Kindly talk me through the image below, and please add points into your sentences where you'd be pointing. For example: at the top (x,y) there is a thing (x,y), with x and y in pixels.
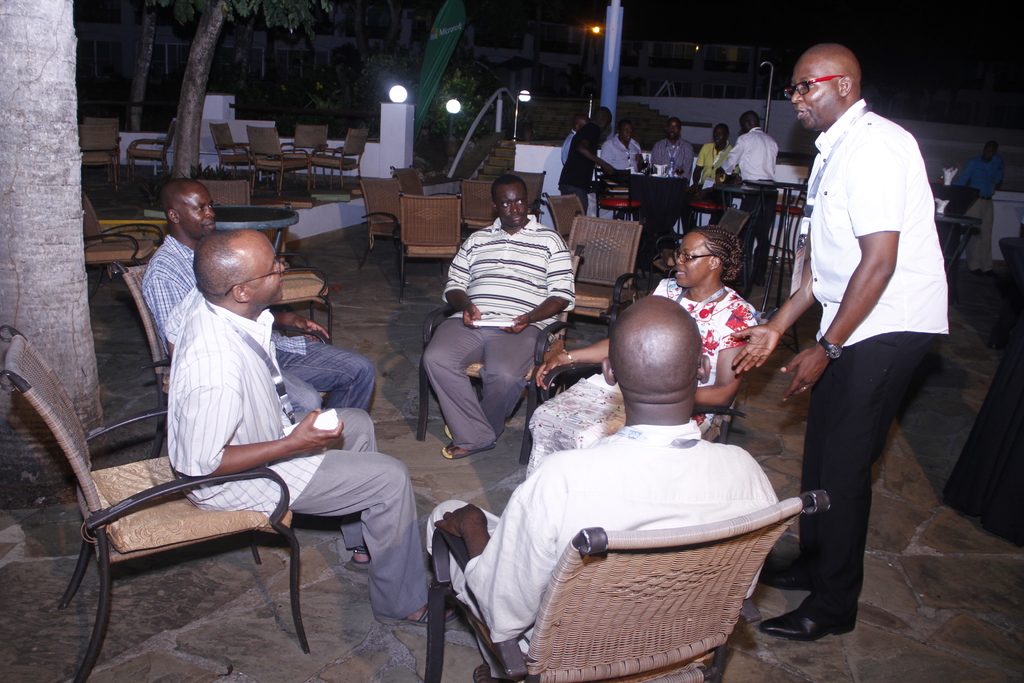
In this picture we can see some persons (352,363) are sitting on the chairs (34,375). This is floor (376,296) and there are lights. Here we can see a man (906,348) who is standing on the floor (988,636).
